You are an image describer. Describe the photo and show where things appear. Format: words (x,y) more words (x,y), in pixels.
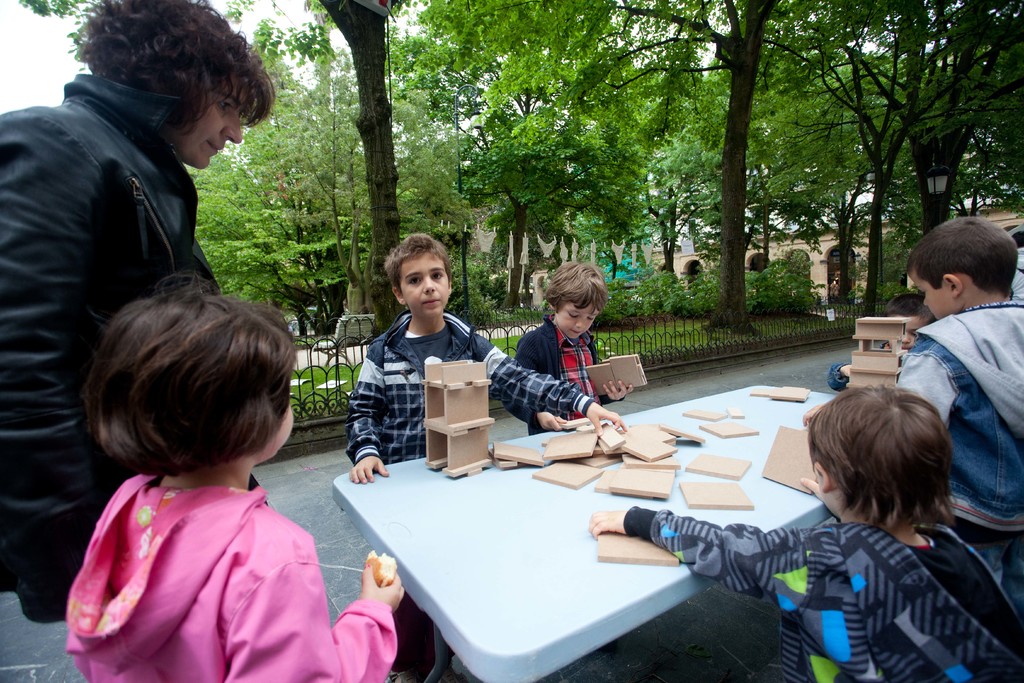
This image is taken in outdoors. There are few kids (963,534) standing around a table (568,607) and there is a woman (57,236) standing on the road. In the right side of the image (995,264) two kids (754,534) are standing. In the left side of the image (231,571) a woman (1,168) and a kid (171,343) are standing. In the middle of the image (628,421) there is a table (537,544) and there are few cardboard pieces (568,473) on it. In the background (316,382) there is a railing (352,370) and a grass (641,334) and there are many trees (469,166) and plants (769,276).
